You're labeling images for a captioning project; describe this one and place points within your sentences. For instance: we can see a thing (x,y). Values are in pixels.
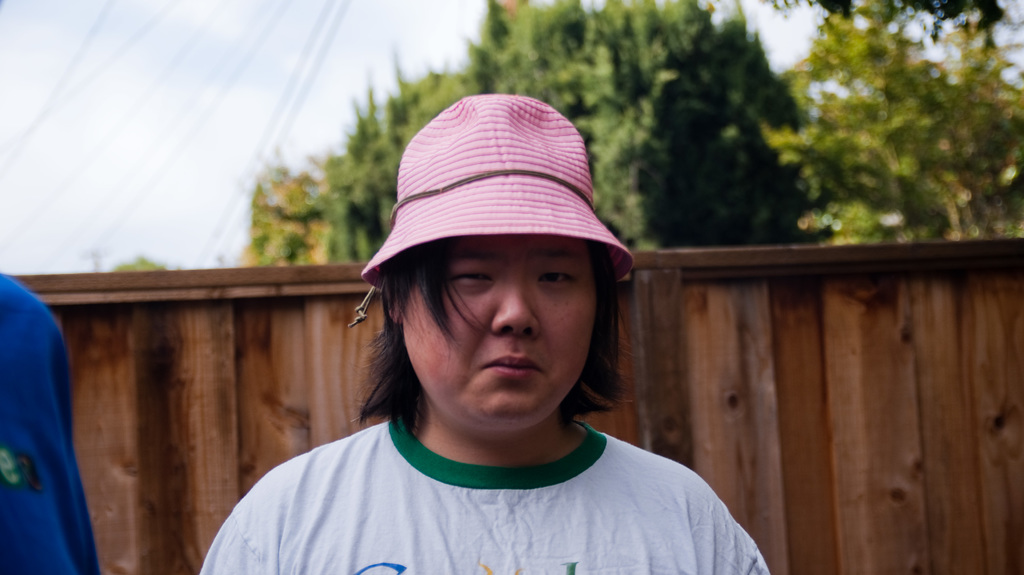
In this picture we can see a person (379,505) with a cap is standing. On the left side of the person (464,498) there is a blue cloth (53,459). Behind the person (517,420) there is the wooden fence (731,363), trees (463,86), cables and the sky (325,65).
